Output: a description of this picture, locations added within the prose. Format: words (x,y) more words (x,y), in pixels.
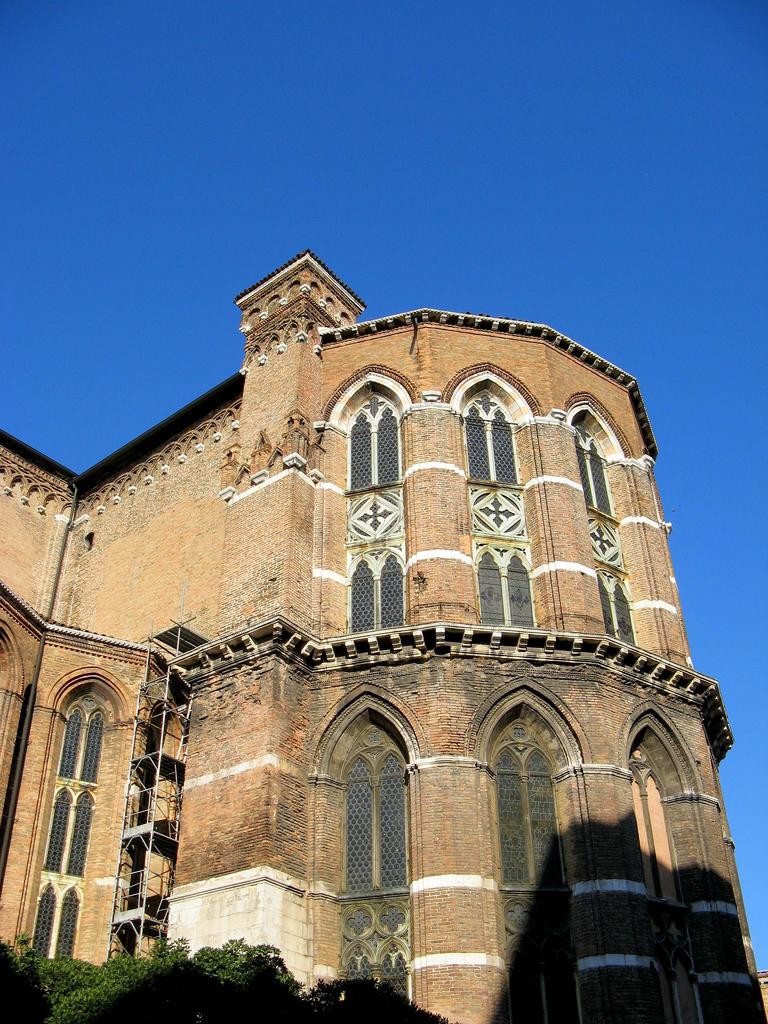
In this picture we can see a building (319,847), plants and we can see sky (90,403) in the background (95,333).
